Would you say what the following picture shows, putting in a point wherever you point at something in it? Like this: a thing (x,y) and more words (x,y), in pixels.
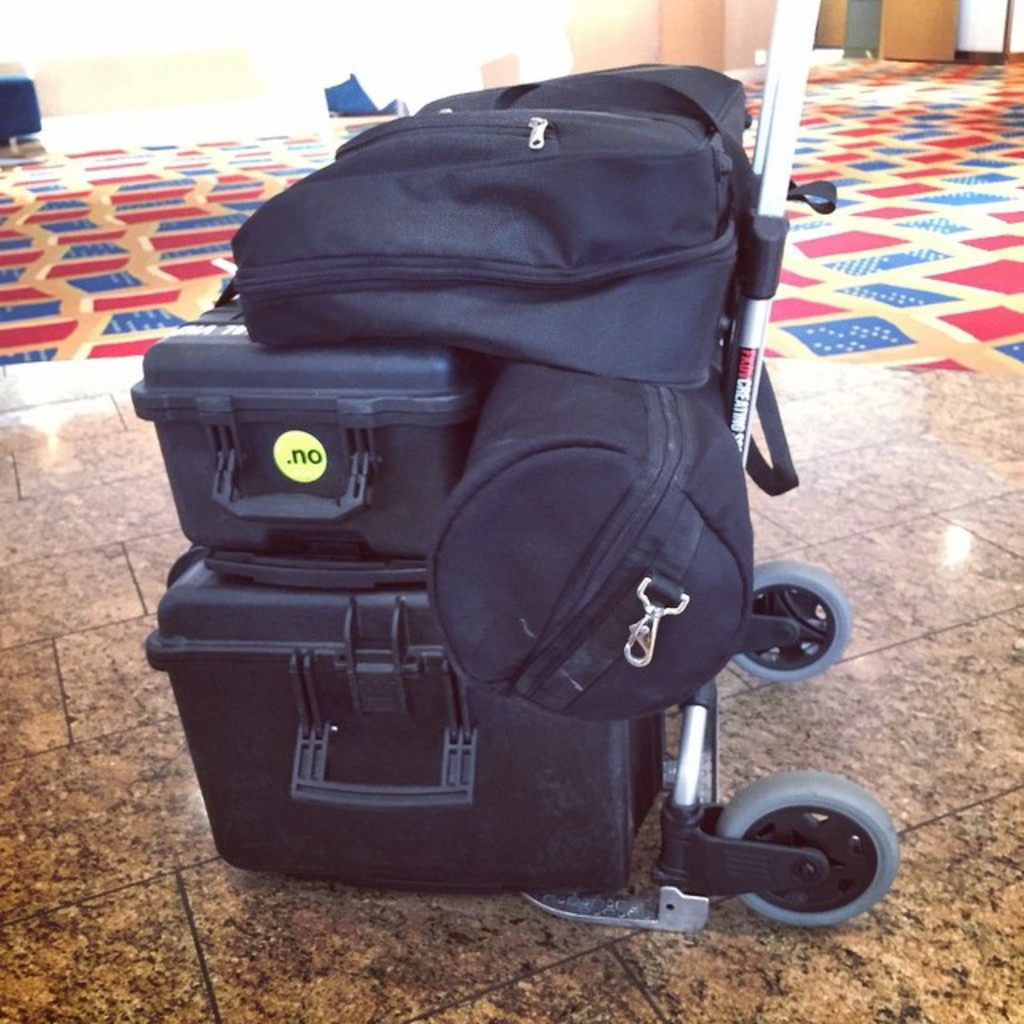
In this image, in the middle (418,679) there is a box (403,837) which is in black color, on that box (418,663) there is a black color bag (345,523) kept, in the background (978,159) there is a red color carpet (901,332).
